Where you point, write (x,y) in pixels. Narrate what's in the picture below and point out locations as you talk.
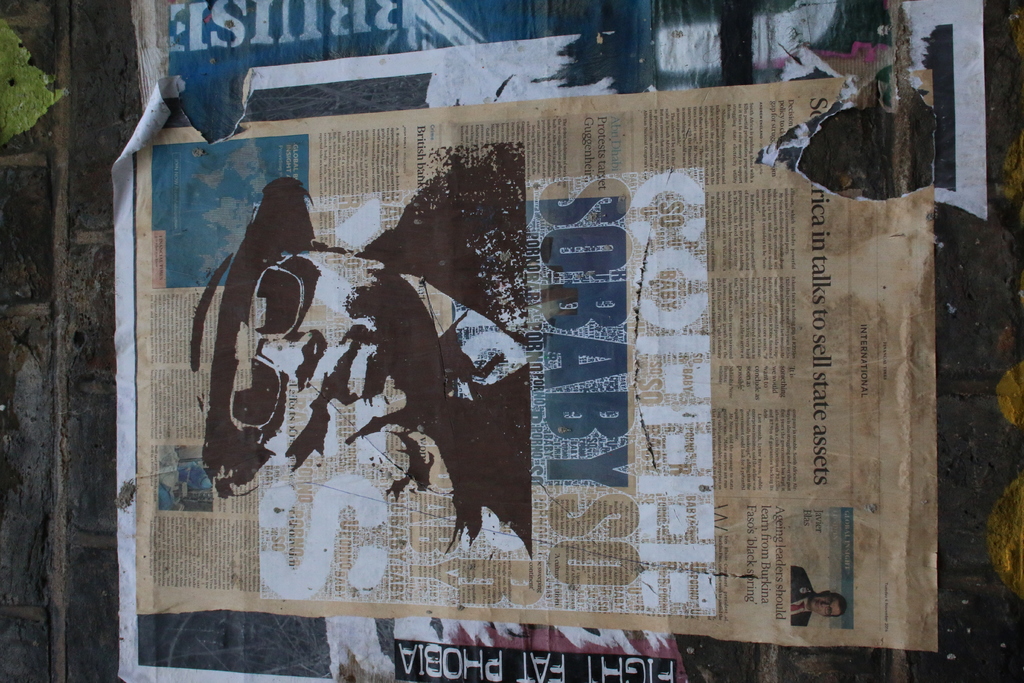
This image consists of a poster (743,318), which is pasted on a wall (43,149). It looks like a newspaper (679,398).
